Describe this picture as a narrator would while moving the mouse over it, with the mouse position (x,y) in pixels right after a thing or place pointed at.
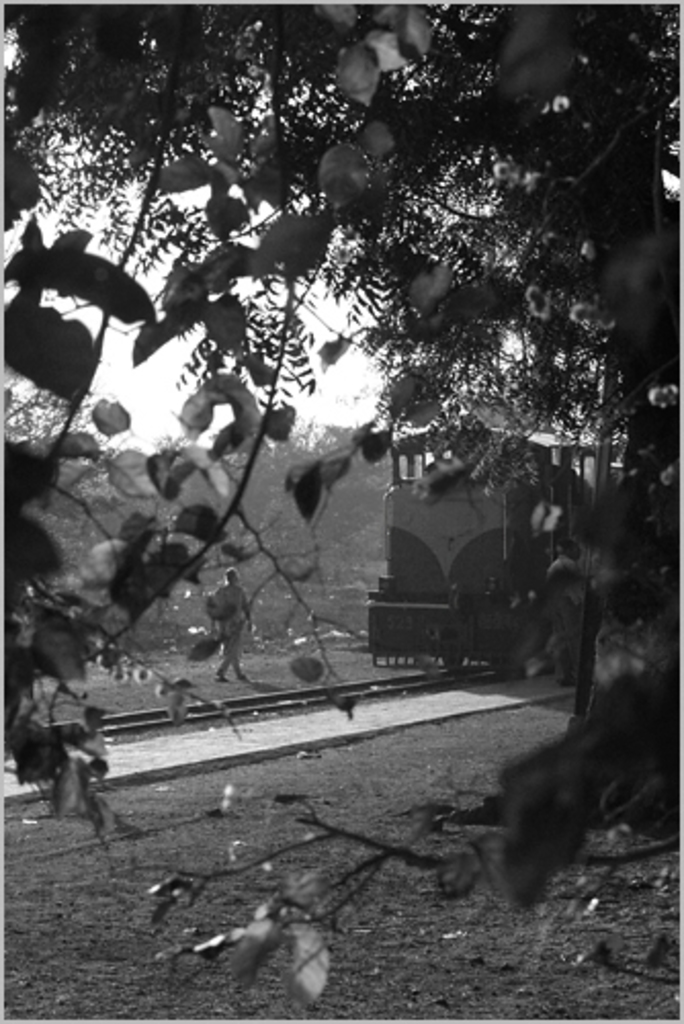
In this image in the center (451,641) there is one train (417,652), at the bottom (426,686) there is a railway track (301,696) and in the center (232,611) there is one person (230,636) who is walking. In the foreground (235,497) and background (368,538) there are some trees (376,549), at the bottom (106,934) there is grass (495,943).
